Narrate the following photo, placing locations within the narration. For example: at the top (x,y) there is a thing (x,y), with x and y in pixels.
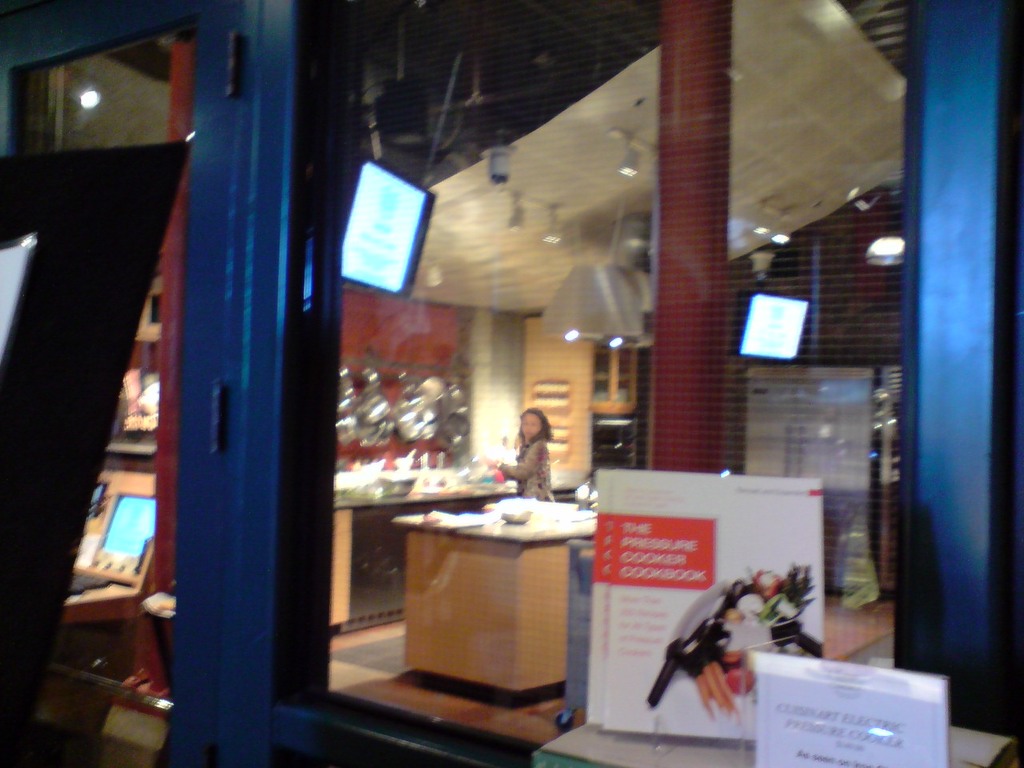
In this picture there is a lady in a house (500,447) in the image, there is a desk (447,500) in front of her, on which there are utensils (347,393) and there are lamps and screens (391,168) on the roof (451,268) at the top side of the image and there are posters (693,576) at the bottom side of the image (659,621), there is another table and a rack (607,354) inside the house (449,289).
